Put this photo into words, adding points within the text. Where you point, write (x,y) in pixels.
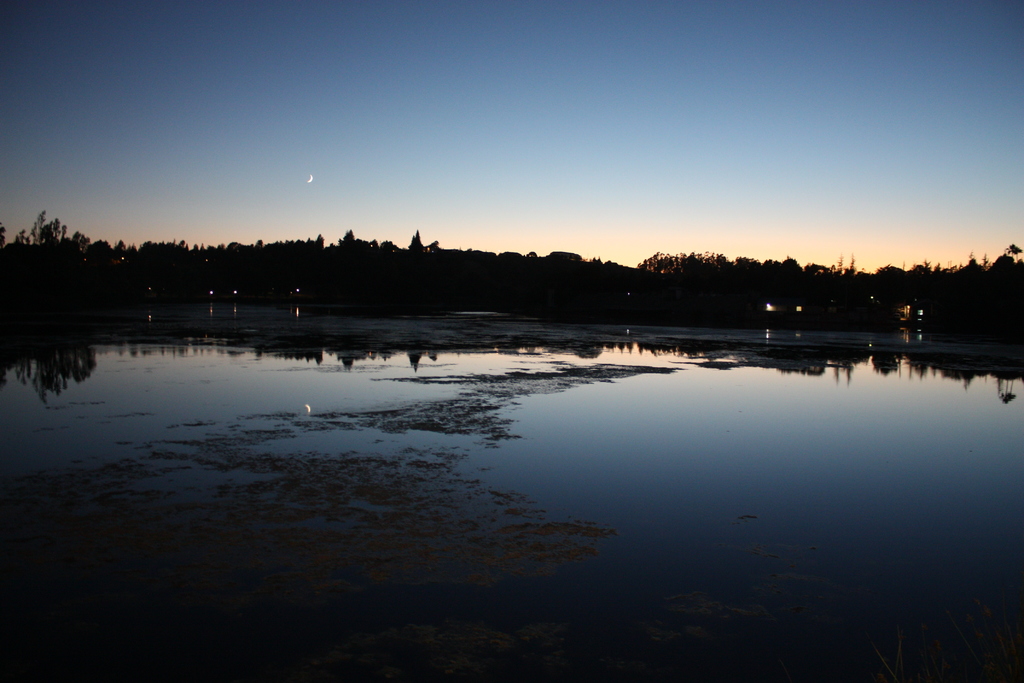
In this image I can see the water (498,540). In the background (842,288) I can see few lights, trees (548,281) and the sky (571,101) is in blue and white color.
